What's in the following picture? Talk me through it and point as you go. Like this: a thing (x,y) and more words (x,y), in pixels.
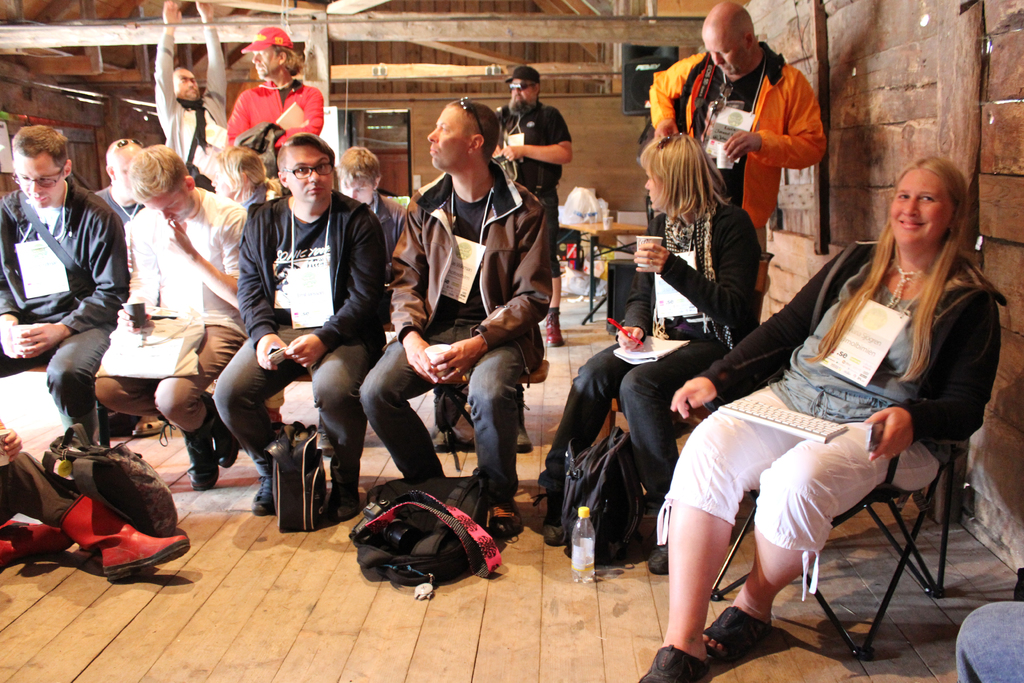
In this image we can see these people (57,311) are sitting in the chairs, we can see bags (578,484) and bottles (580,550) are kept on a wooden floor (382,654). In the background (794,71), we can see a few more people (777,68), table (591,249), covers (575,280), speaker (633,98) and the wooden ceiling (343,17).
